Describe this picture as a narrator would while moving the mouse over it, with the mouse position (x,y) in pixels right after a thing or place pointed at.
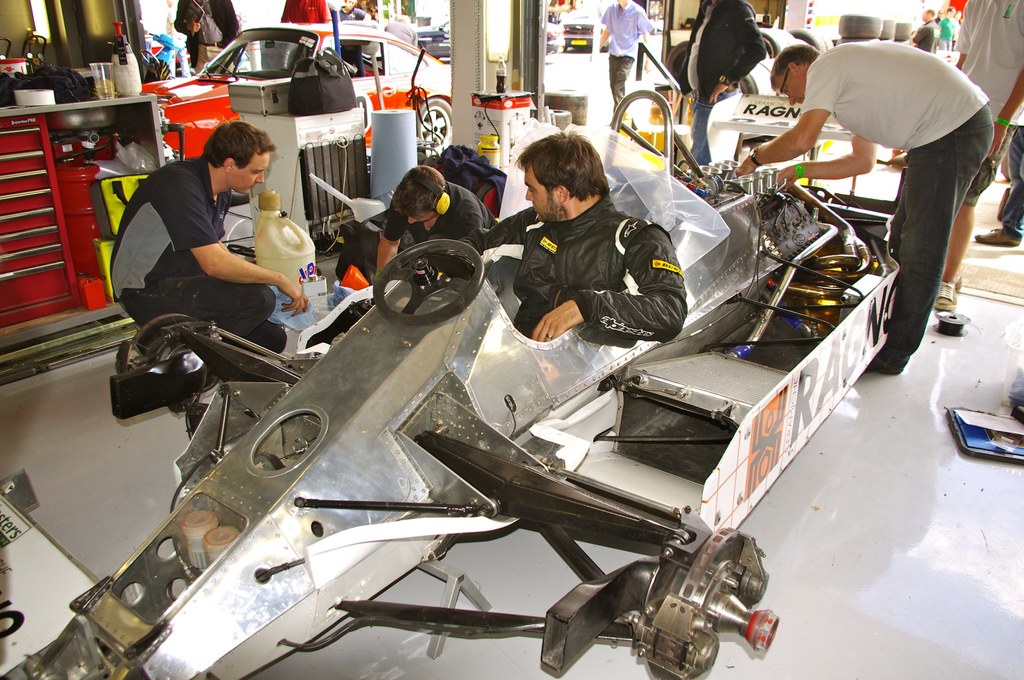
In this image we can see there are a few people (630,25) standing and few people (232,134) sitting and there is the other person (587,293) sitting in the vehicle (447,243). And we can see there are vehicles (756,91) on the ground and there is a table (121,96), on the table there are boxes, bottle (116,77), glass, bags (318,101), tires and few objects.
